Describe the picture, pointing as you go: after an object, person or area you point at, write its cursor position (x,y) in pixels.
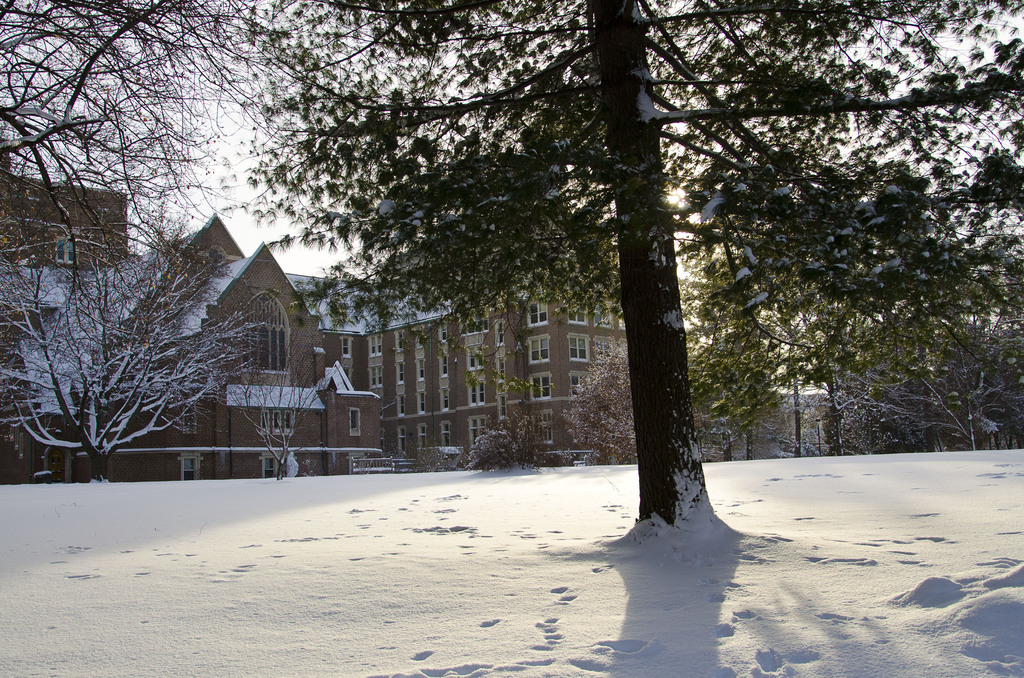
In this picture we can see that the trees (678,285), the houses (585,308) and the ground (420,474) are covered with snow (389,476), And there is sunlight (673,213) everywhere.
